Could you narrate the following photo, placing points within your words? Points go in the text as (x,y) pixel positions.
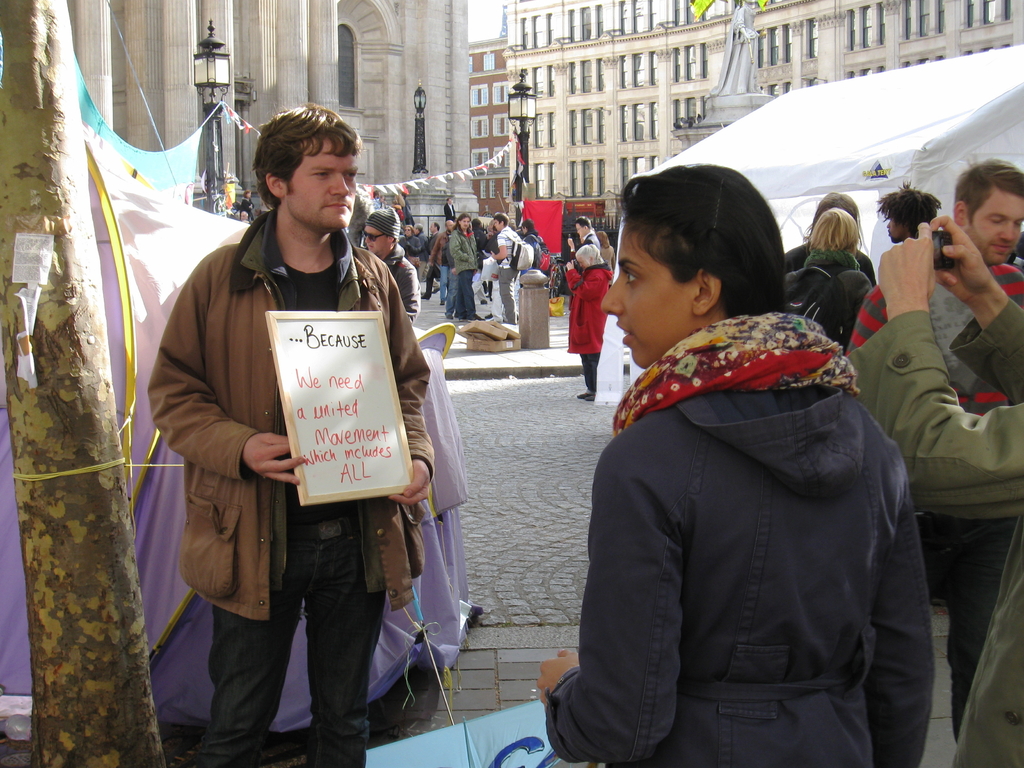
In this picture we can observe a man (245,381) wearing brown color jacket (219,446) and holding a frame (358,344) in his hand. There are men (906,282) and women (658,513) in this picture. We can observe tents (863,119). There is a statue (727,72) on the right side (743,52). We can observe a street light poles (532,108), buildings (462,80) in the background (555,52).
